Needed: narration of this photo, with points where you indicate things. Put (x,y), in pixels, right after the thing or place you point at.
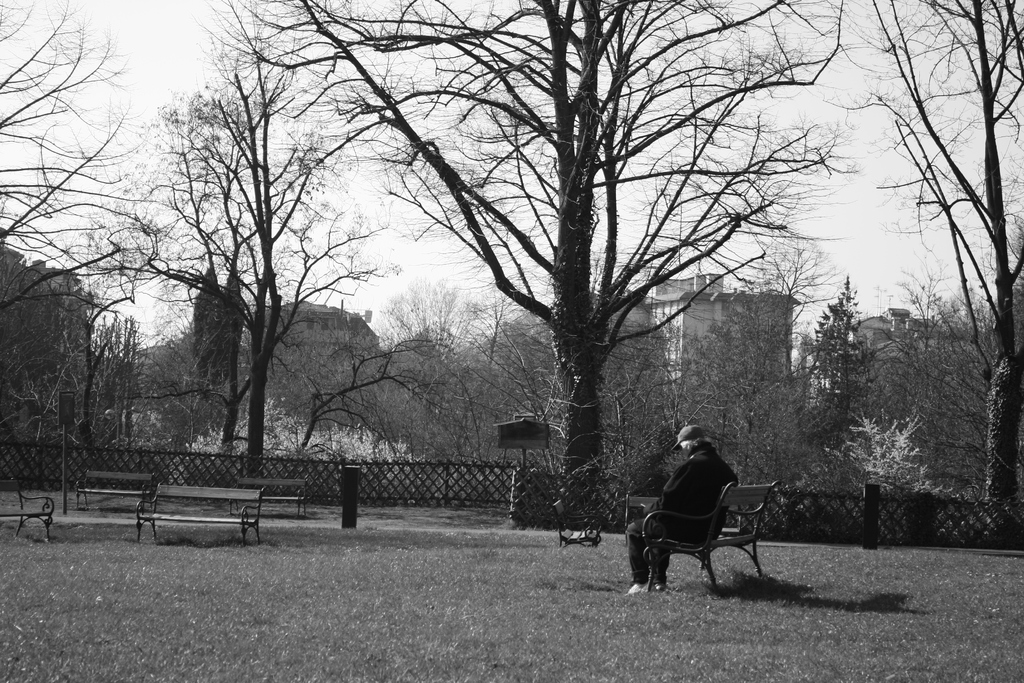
This is a black and white picture, in this image we can see a person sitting on the bench (646,569), there are some benches (207,486), trees (30,369), plants (47,364), buildings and fence (186,464), in the background (690,152) we can see the sky (658,185).
